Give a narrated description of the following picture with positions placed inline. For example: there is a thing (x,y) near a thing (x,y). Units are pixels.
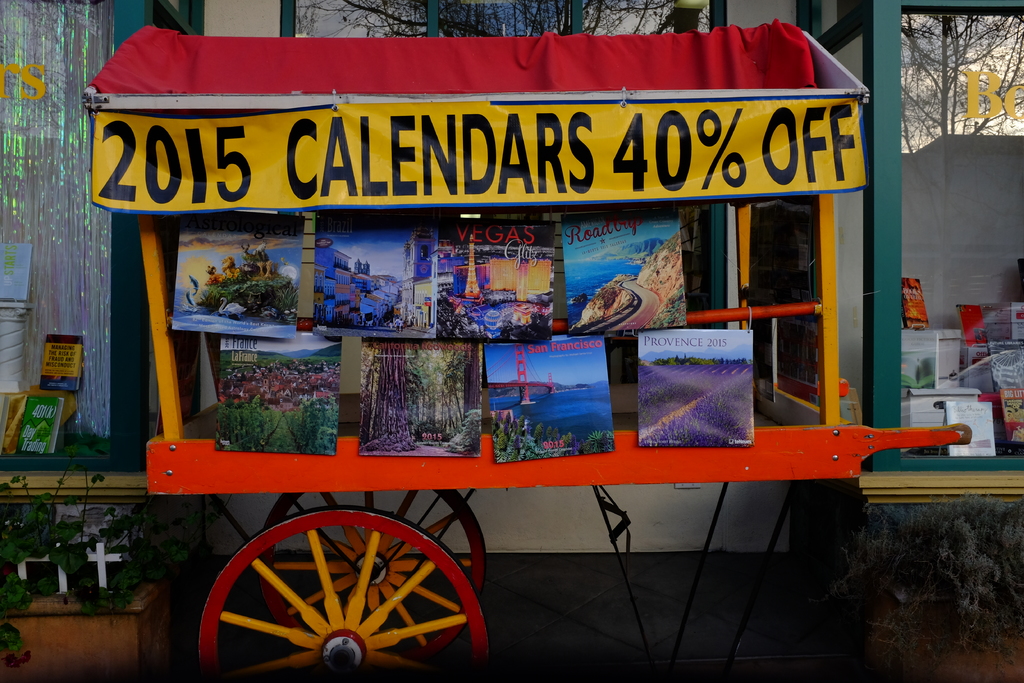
In this image I can see an orange colour cart (109,96). I can also see a yellow colour banner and on it I can see something is written. Here I can see few sceneries (530,329). In the background (1008,333) I can see few books (45,409) and I can see few other stuffs (904,390).
